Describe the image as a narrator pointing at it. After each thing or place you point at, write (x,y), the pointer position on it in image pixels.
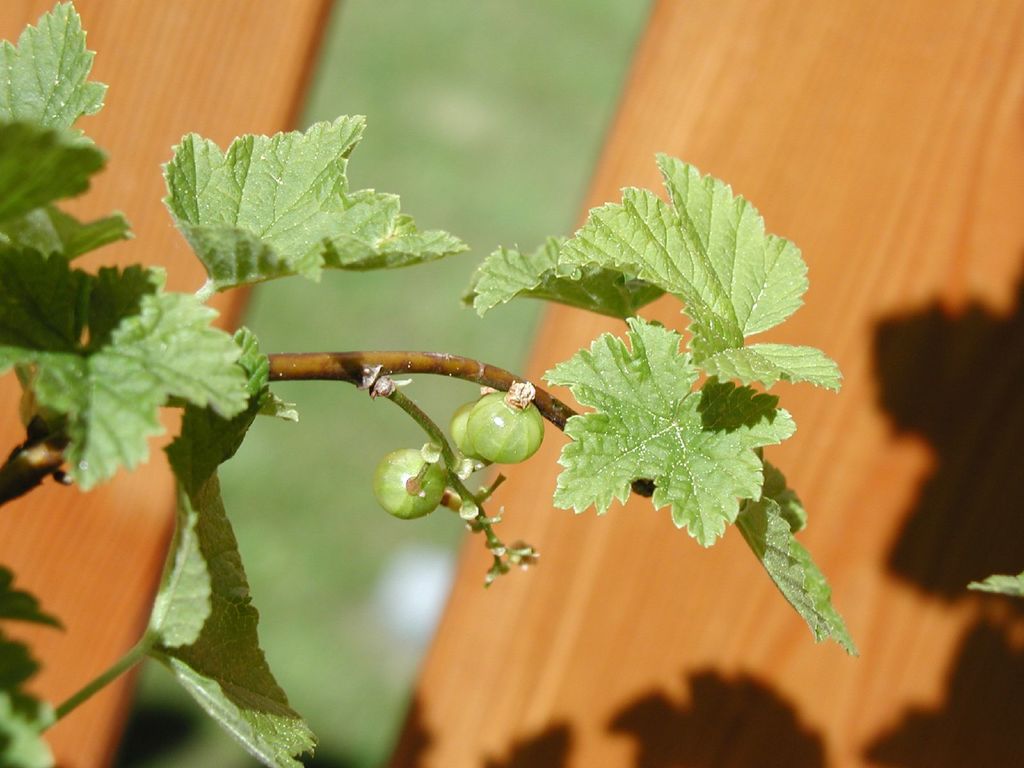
In this picture we can see those are looking like fruits (459,435) to the stems (438,438) and to the branches (295,372) there are leaves (144,336). Behind the fruits (417,459) those are looking like wooden fence (235,46).
